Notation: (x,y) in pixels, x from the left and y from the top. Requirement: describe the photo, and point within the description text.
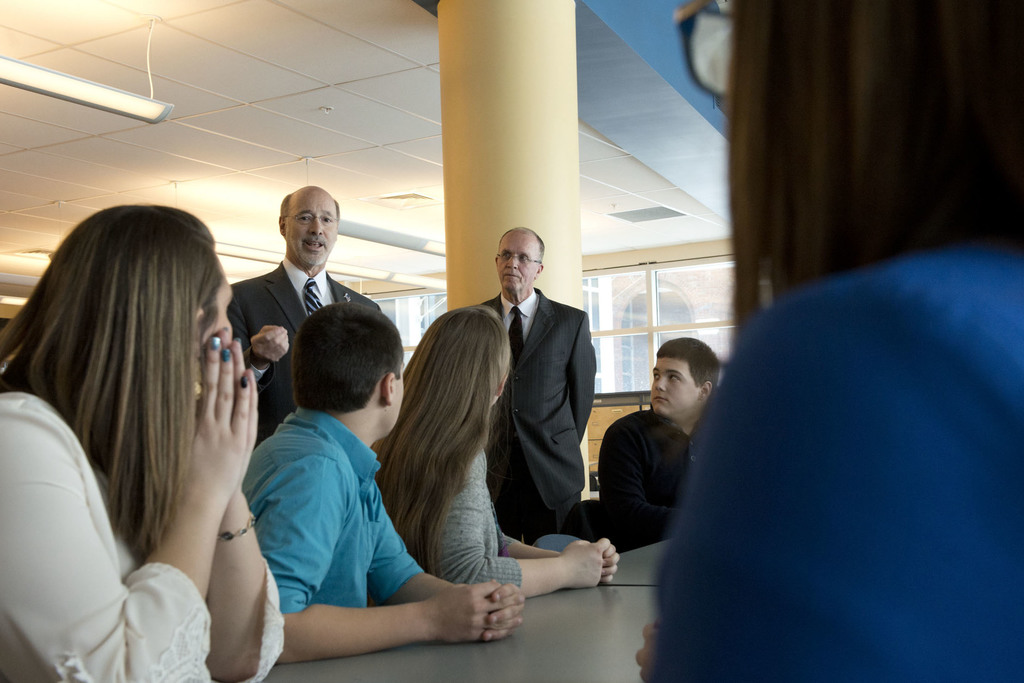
In the image we can see there are people (360,493) sitting and two of them are standing, they are wearing clothes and some of them are wearing spectacles (706,72). Here we can see the pillar (553,201), light (60,86) and the glass window (635,326).
